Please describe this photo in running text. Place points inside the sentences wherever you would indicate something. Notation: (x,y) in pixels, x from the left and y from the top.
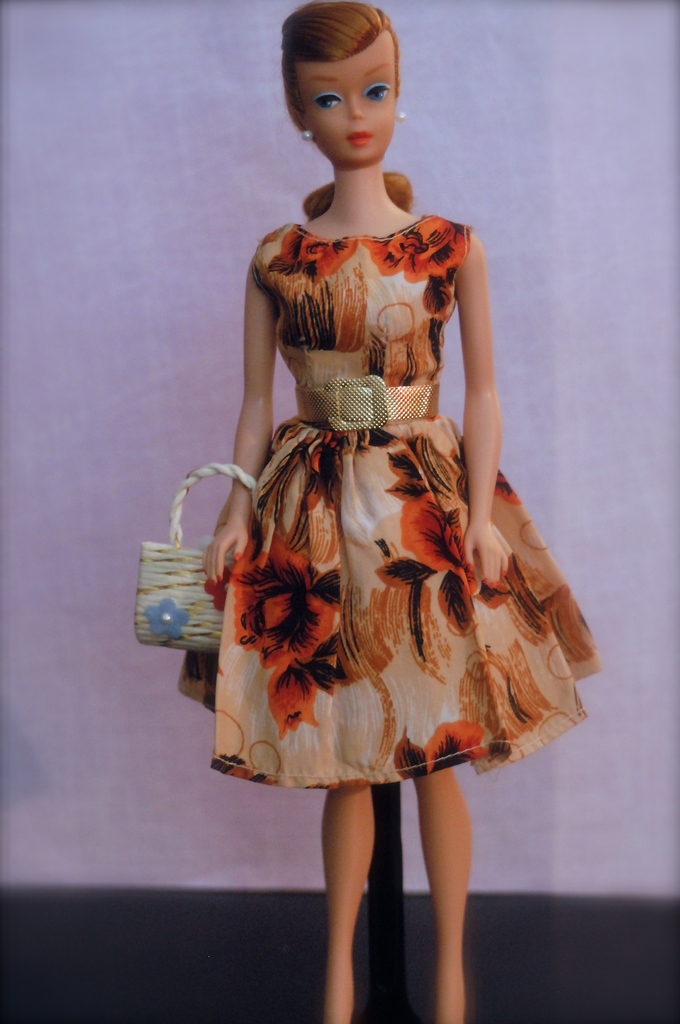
In the picture we can see a Barbie doll (406,744) standing, holding a handbag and in the background (588,125), we can see a wall (324,177) which is light purple in color.
